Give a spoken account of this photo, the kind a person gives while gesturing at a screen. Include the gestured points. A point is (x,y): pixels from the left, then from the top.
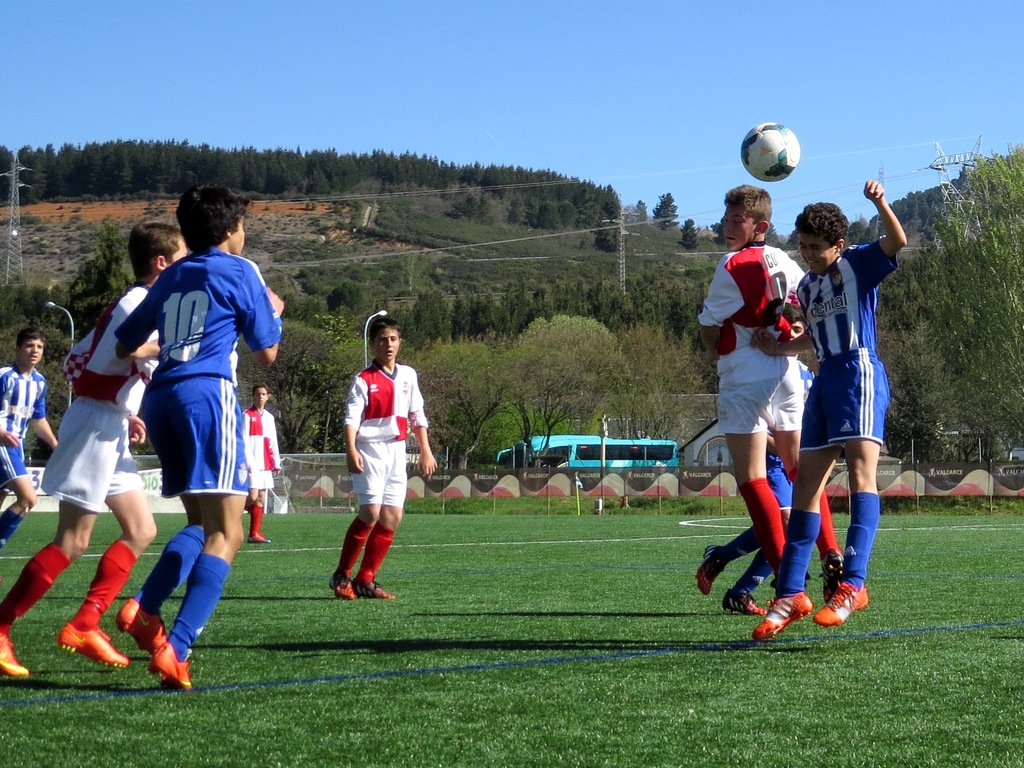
In the background (872,93) we can see the sky (872,93), trees (589,396). In this picture we can see transmission poles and wires (636,226). We can see children (174,487) playing in the ground (557,566). We can see a ball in the air (712,168). We can see fence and the wall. At the bottom portion of the picture (647,689) we can see green grass (553,686).
